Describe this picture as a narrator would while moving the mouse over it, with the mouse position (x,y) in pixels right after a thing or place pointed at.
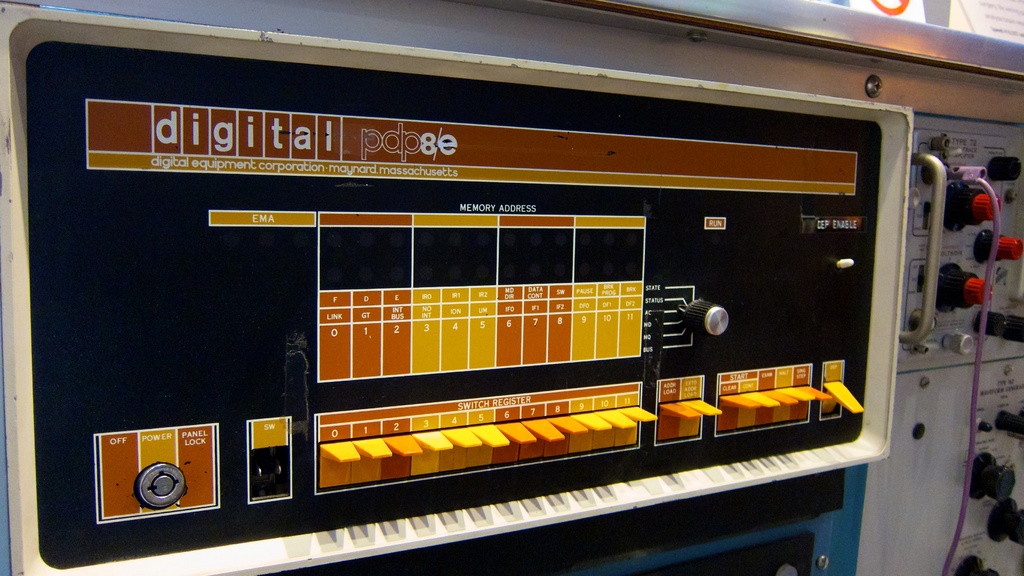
In the image we can see electronic device (593,128), cable wire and the text (231,126).
